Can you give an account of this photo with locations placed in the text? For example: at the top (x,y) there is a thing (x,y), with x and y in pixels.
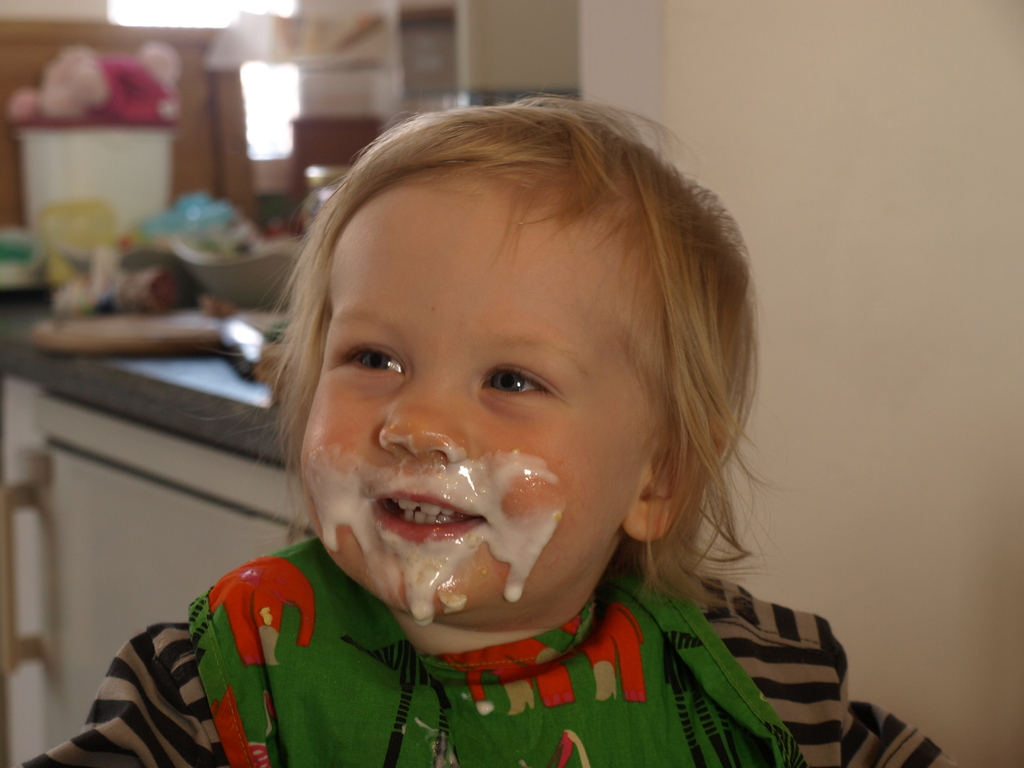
In the center of the image (398,453), we can see a kid (515,426) and in the background (117,296), there are some objects (128,302) on the table (103,357) and we can see a bucket (120,138), lights (268,75) and a wall (744,106).
